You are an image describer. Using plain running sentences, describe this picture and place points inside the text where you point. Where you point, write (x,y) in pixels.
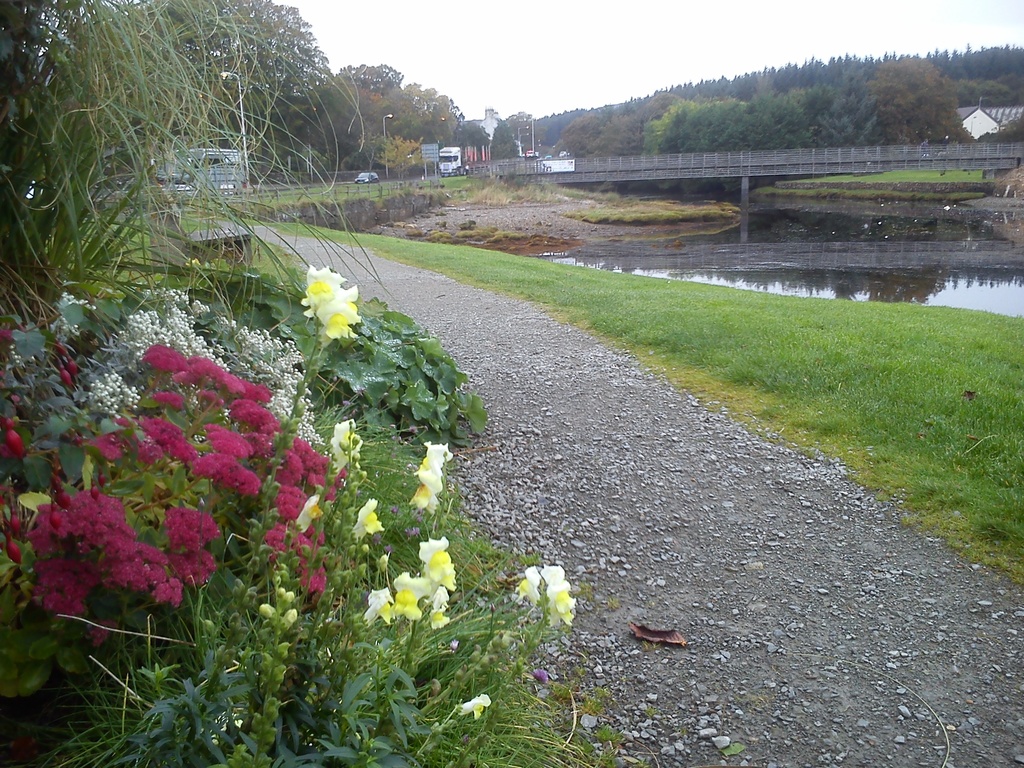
We can see flowers (338,330), plants (225,533), grass (1018,483) and water (814,272). In the background (776,114) we can see bridge (954,158), vehicles (532,154), trees (776,114) and sky (702,42).
